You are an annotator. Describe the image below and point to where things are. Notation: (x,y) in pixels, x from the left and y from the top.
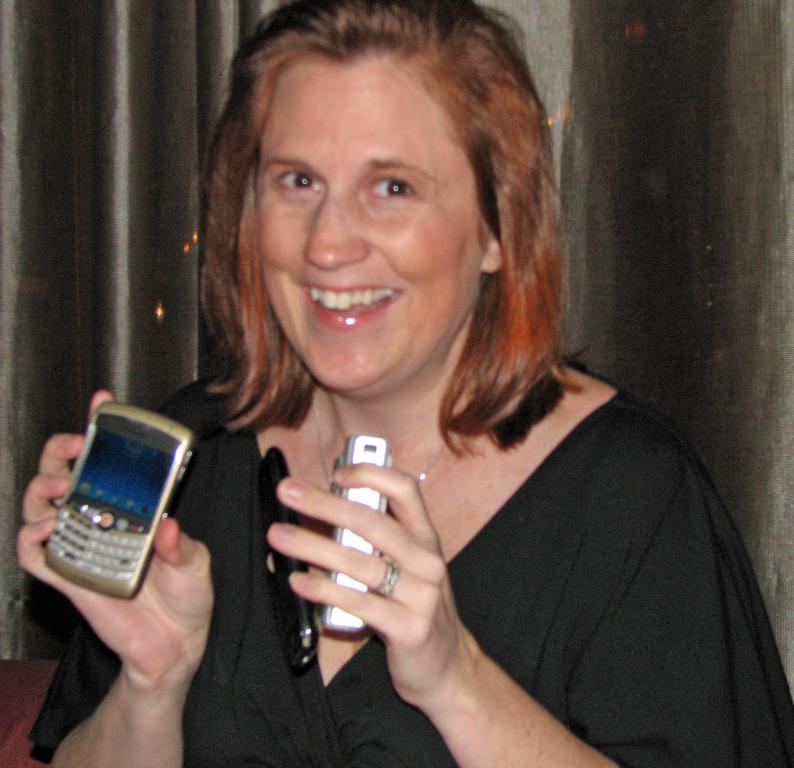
In this picture there is a women (518,601) wearing a black top (518,601), Standing in the front (124,580), smiling and showing the mobile phone (145,558). Behind there is a black curtain (748,156).
